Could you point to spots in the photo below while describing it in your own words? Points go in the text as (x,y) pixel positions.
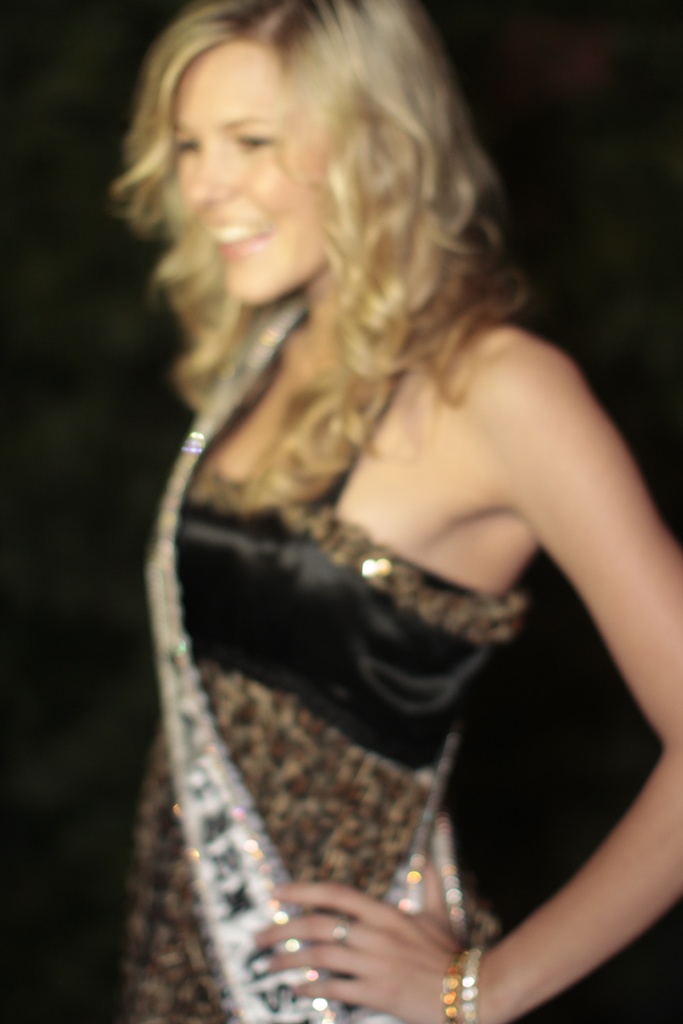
Here I can see a woman (334,645) standing facing towards the left side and smiling. The background (632,293) is in black color.
